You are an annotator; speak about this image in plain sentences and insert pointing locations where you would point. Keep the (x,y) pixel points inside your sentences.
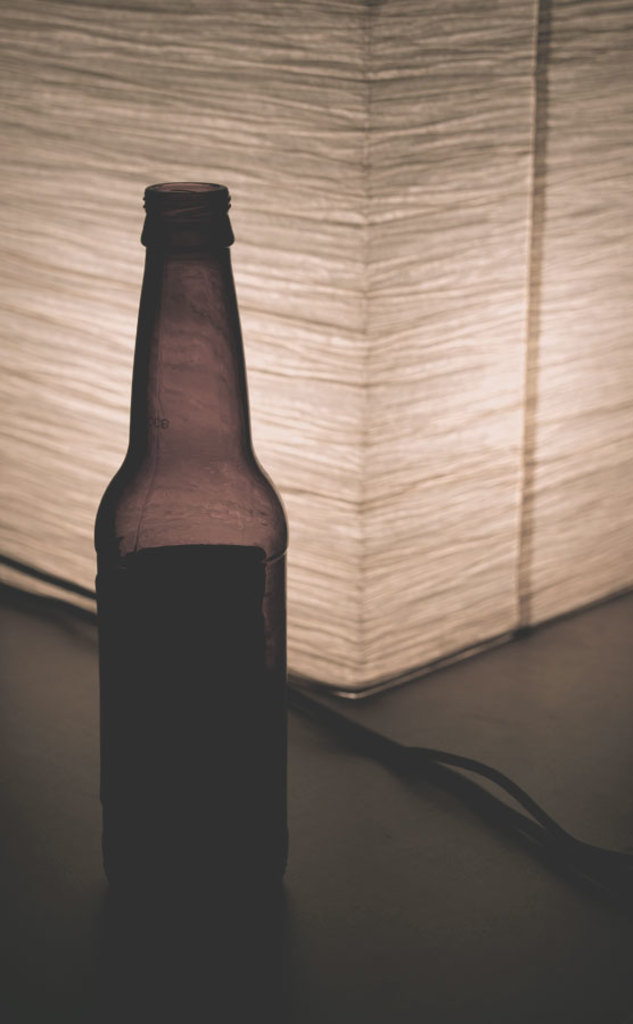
In this image we can see a bottle (184,849) on a surface (166,938). Behind the bottle (200,695) we can see a wire (383,750) and an object (343,365).
